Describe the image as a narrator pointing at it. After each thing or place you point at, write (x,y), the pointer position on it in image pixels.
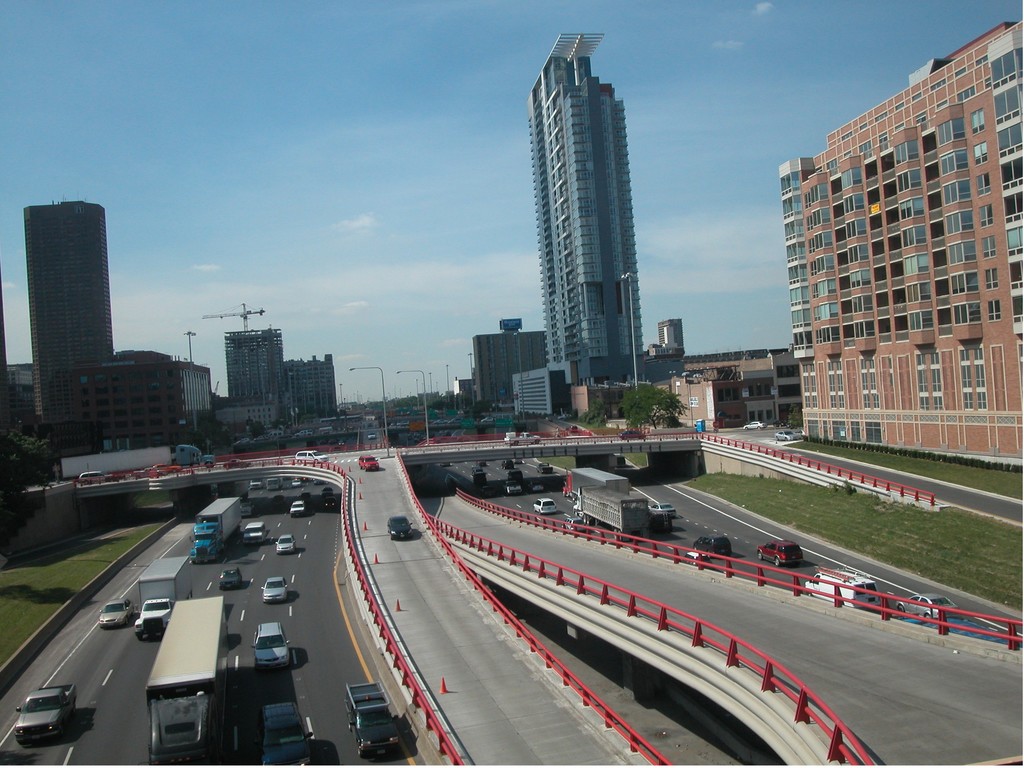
In this image there are roads (415,567) in the middle (451,510). On the roads (319,564) there are vehicles (599,519). In the background (578,320) there are tall buildings (1000,376). At the top (415,82) there is the sky (395,71). In the background (256,373) there is a building (258,374) under construction. On the right side (873,503) there is a ground (810,502) on which there is grass (862,510).
